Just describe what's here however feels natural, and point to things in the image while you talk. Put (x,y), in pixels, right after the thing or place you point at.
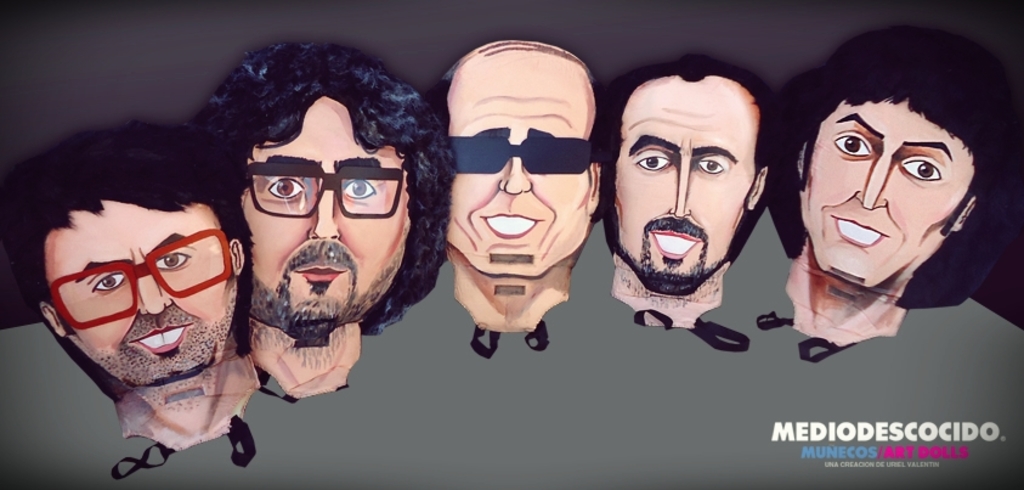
In this image there is a cartoon face (375,238) of the persons (415,248). On the bottom right side (861,432) there is some text (859,440).
